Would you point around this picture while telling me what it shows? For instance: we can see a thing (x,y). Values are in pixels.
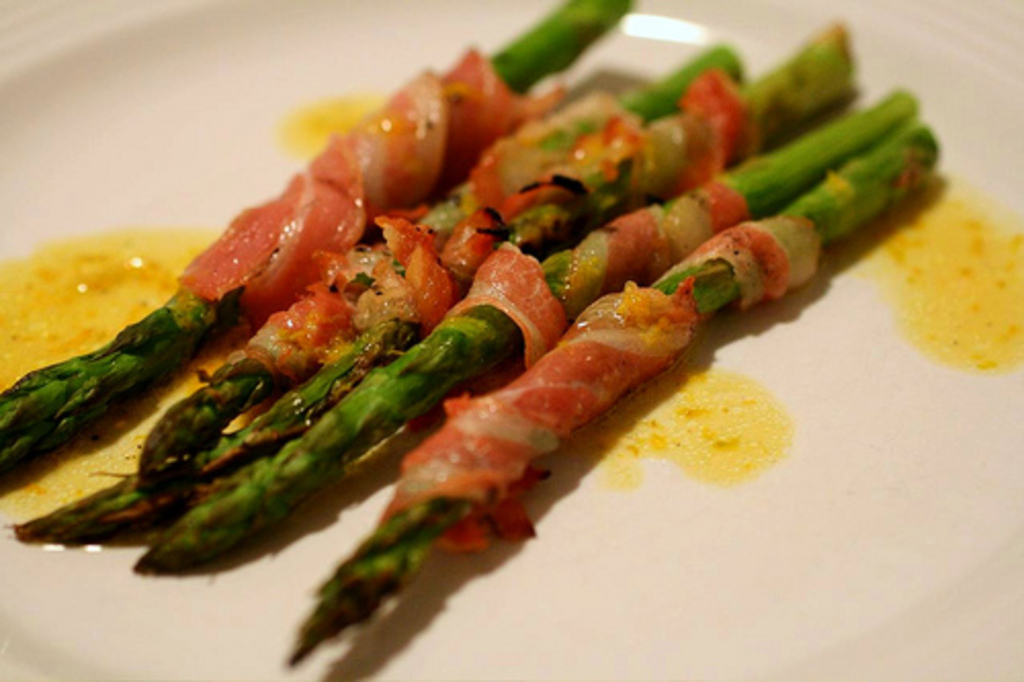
In this image we can see the food item (479,315) in the plate (42,192).
